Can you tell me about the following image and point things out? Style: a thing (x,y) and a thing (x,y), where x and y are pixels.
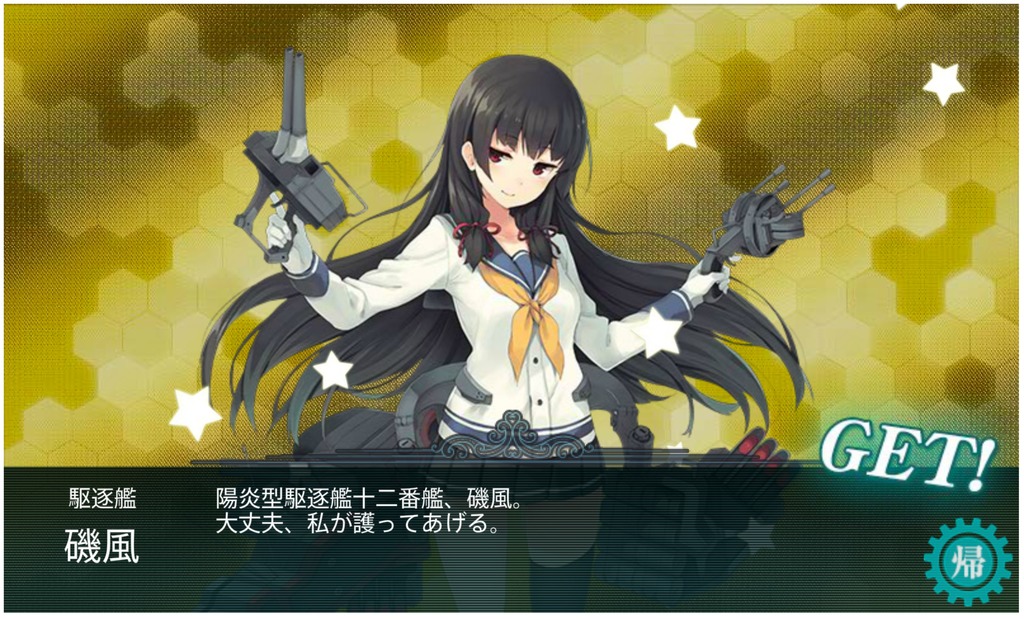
This is an animated image of a person (669,305) holding an object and we can see some text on it.
